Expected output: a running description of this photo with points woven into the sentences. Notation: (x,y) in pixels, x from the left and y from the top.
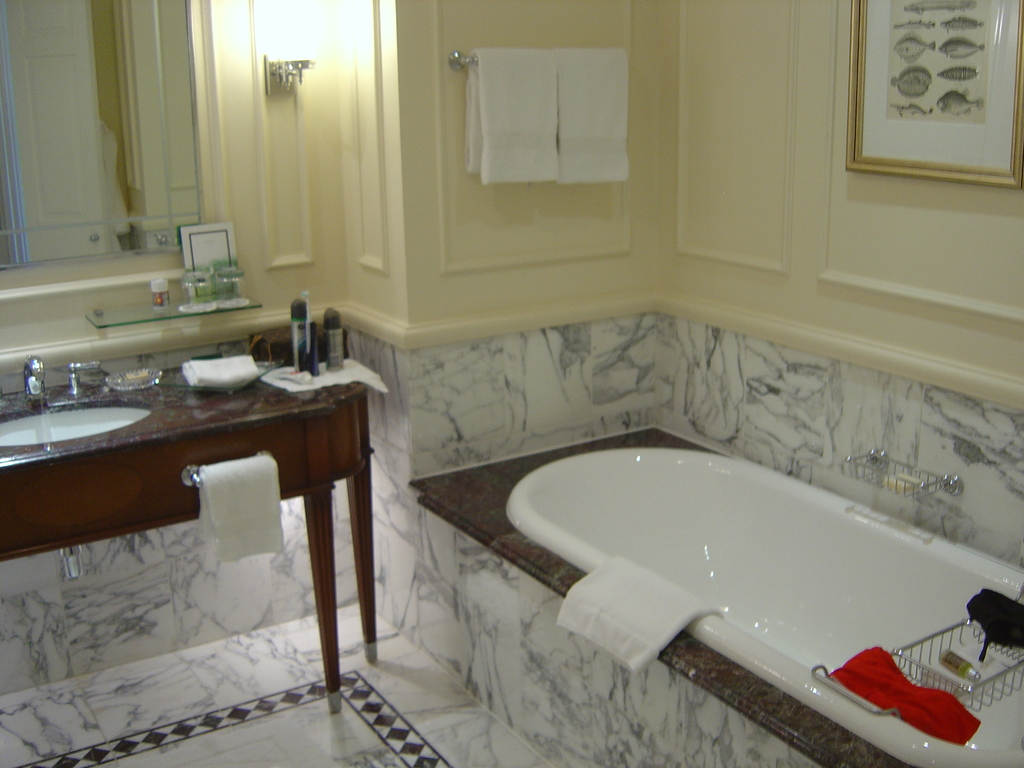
Here we can see that a bathing tub (715,459), and here is the table (331,436) and this wash basin (102,423) and some objects (246,370) on it, and at back (56,190) here is the mirror (57,204), and here is the photo frame (877,72) on the wall (669,309).
